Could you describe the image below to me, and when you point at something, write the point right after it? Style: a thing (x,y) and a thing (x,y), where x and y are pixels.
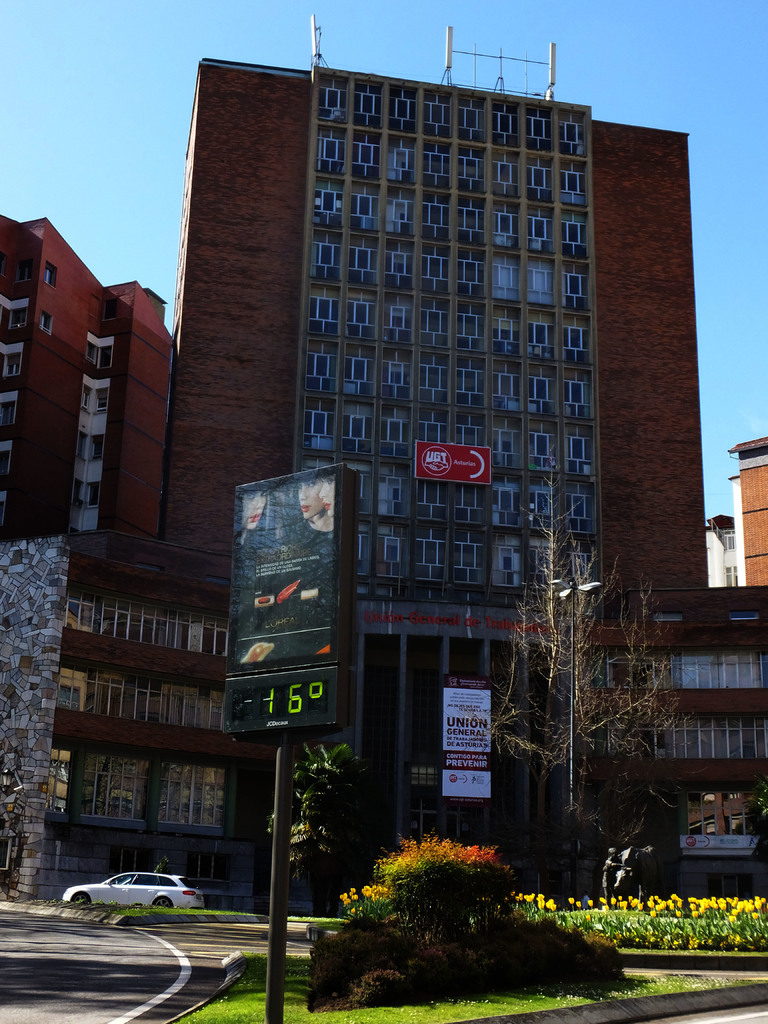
In this image we can see a road (120,958) and a car (123,878) on the left side (110,884). There is a board (314,583) with a pole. Also there is grass (465,995) and there are plants (492,868). In the back (529,662) there is a tree (548,752) and light pole (593,587). In the background (152,333) there are buildings (276,340) with windows (506,272). Also there are boards (487,768). And there is sky (755,257).
